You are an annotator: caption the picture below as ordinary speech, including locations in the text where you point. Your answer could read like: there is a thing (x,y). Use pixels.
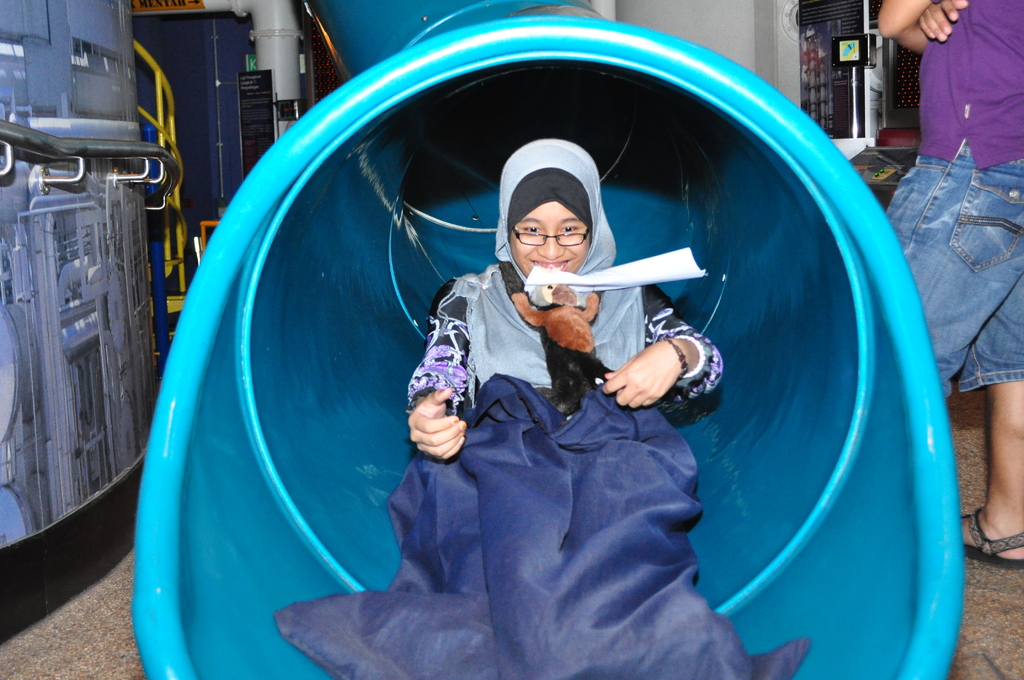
In the image there is an arab girl (567,194) holding a teddy bear (561,375) inside a pipe (837,654), on right side (951,324) there is a man (927,304) standing, on left side (80,273) it seems to be a machine (101,249).
